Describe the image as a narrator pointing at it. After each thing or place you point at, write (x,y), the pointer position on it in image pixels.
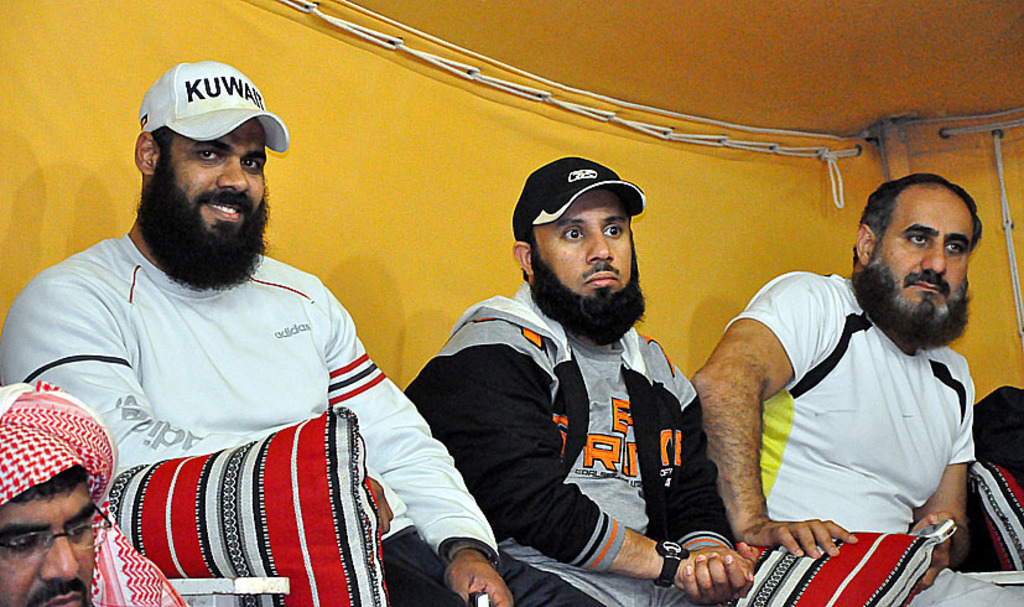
In this image, there are a few people (600,455), pillows (785,559). We can see the yellow colored background (369,124) with some objects (860,146). We can also see the roof (700,37).
